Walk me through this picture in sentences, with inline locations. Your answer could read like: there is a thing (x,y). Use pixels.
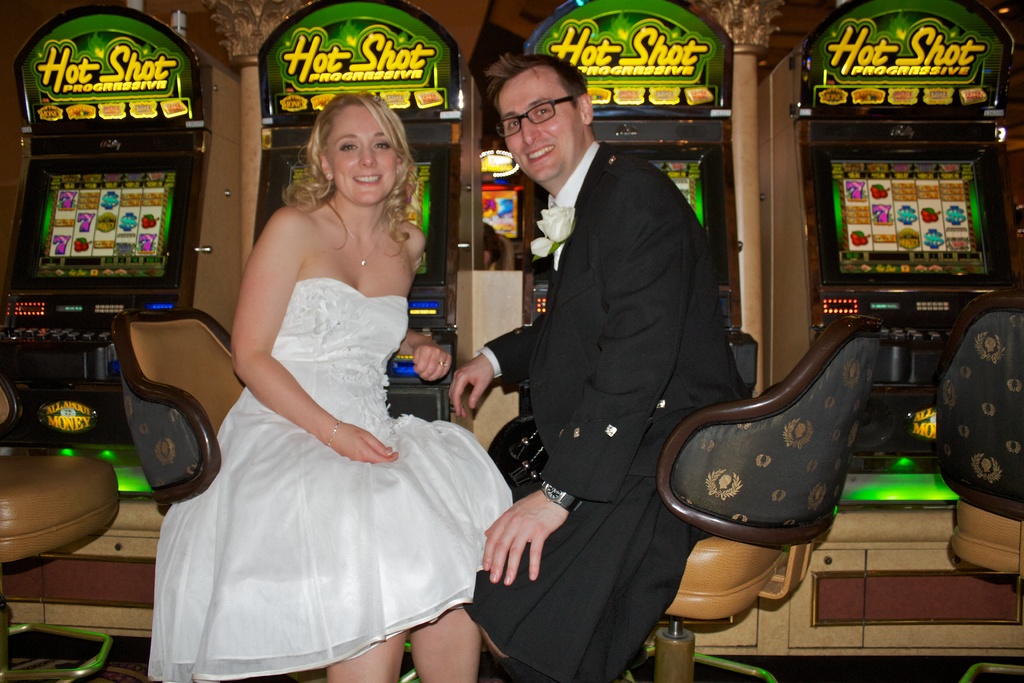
There is a woman (335,312) and man (600,354) sitting on the chair (165,471). Behind them there are four gaming slots (360,60).
